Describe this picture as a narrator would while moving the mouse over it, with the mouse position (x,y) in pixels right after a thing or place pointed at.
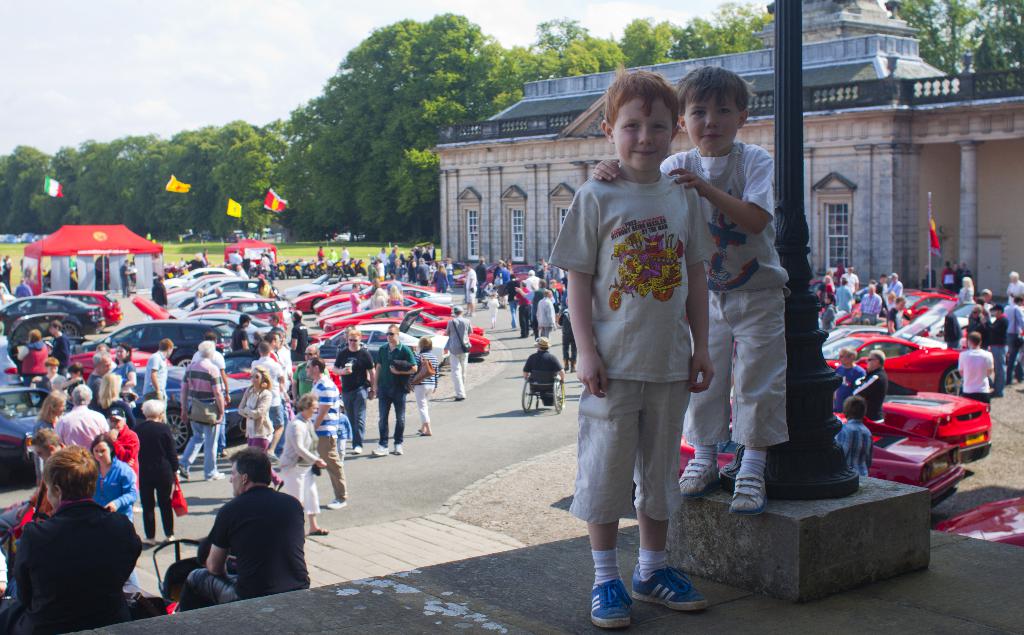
In the center of the image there is a platform (833,531). On the platform (818,549), we can see one pole (790,457) and two kids (752,481) are standing and they are smiling. In the background (287,100), we can see the sky (218,26), clouds (270,70), trees (374,98), grass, flags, tents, one building (534,203), few vehicles (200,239), few people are standing, few people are sitting, few people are walking, few people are holding some objects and a few other objects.
